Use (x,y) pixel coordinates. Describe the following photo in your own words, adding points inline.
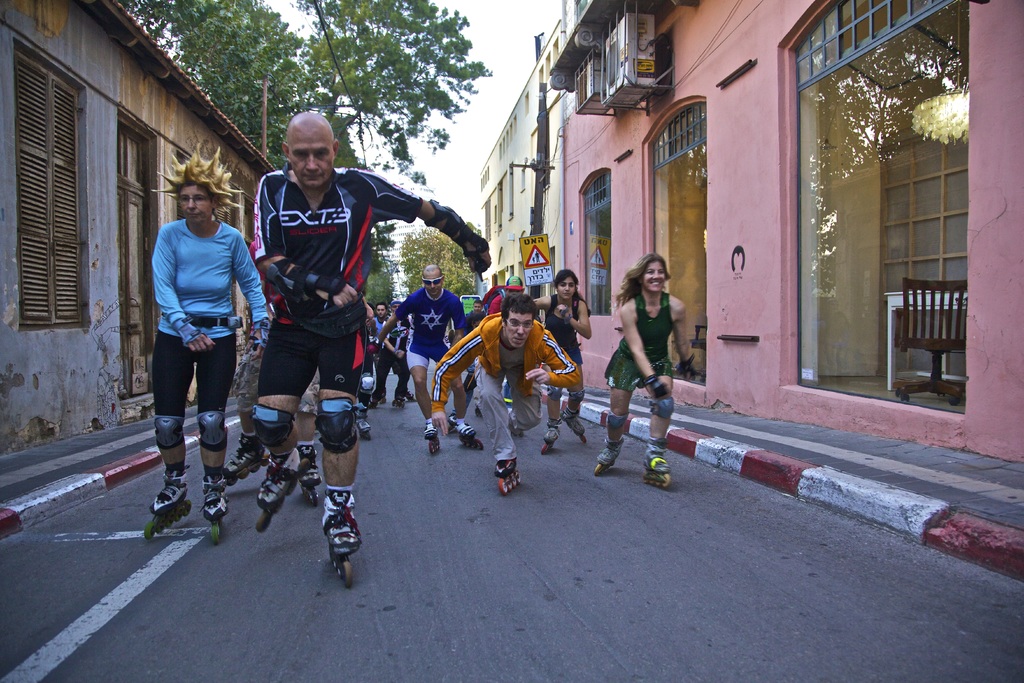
In this image there are group of persons (352,370) skating on the road (573,646). In the background (137,146) there are trees (389,281) and buildings (681,193).
